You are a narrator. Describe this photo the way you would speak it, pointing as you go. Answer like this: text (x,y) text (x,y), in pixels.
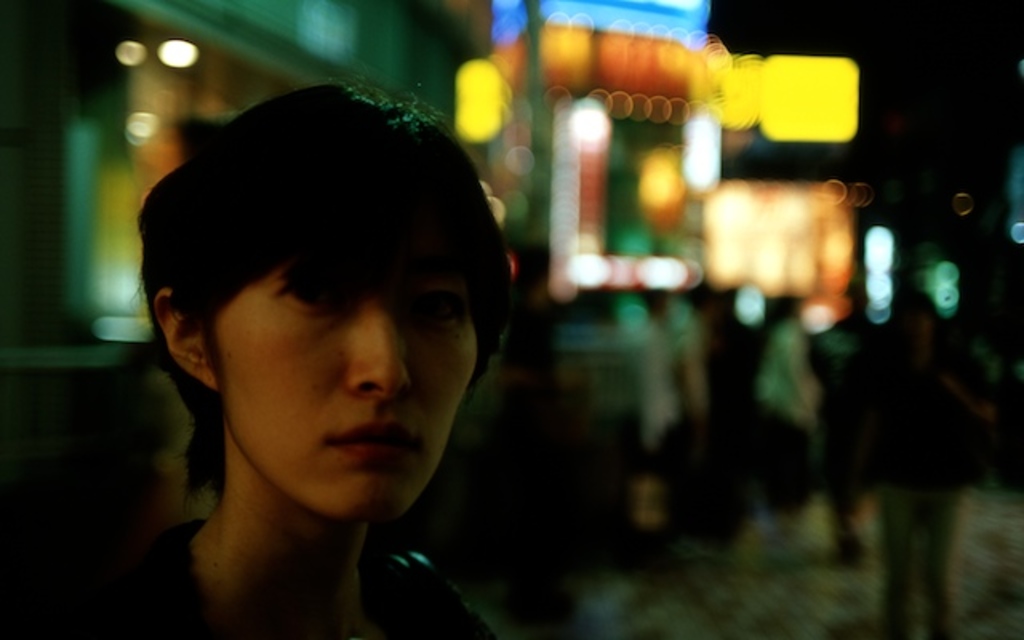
In this image there is a woman (250,275) staring.
